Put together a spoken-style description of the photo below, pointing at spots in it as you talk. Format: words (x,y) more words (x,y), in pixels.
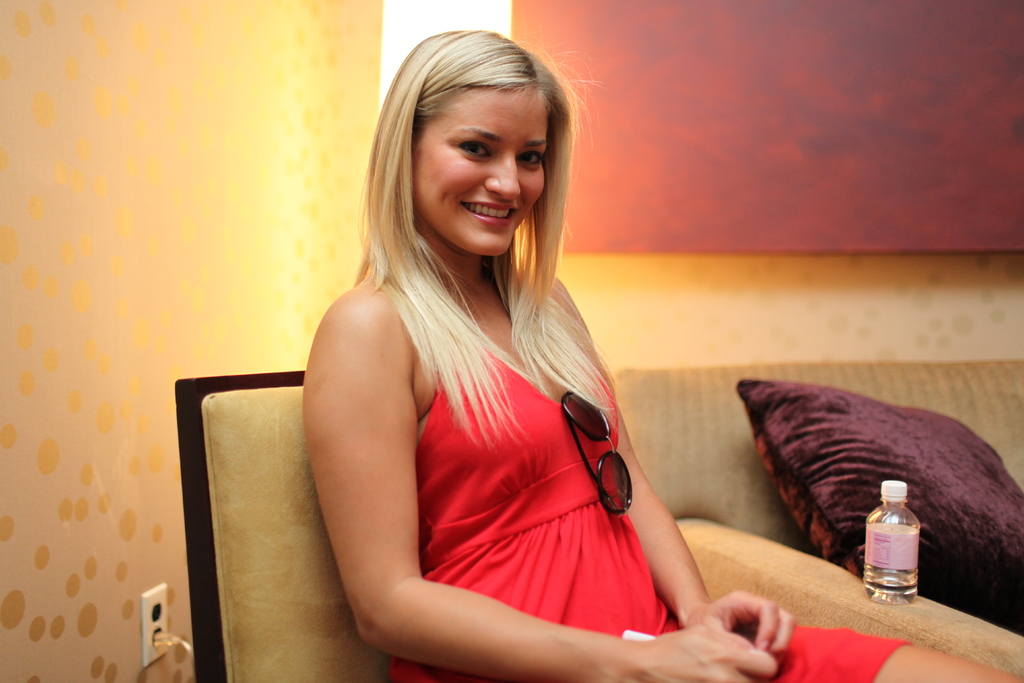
In this picture we can see a woman (569,356) sitting on a chair (199,432) and smiling and beside her we can see a sofa (973,651) with a pillow (806,408) on it and in the background (358,190) we can see the wall (138,201).
